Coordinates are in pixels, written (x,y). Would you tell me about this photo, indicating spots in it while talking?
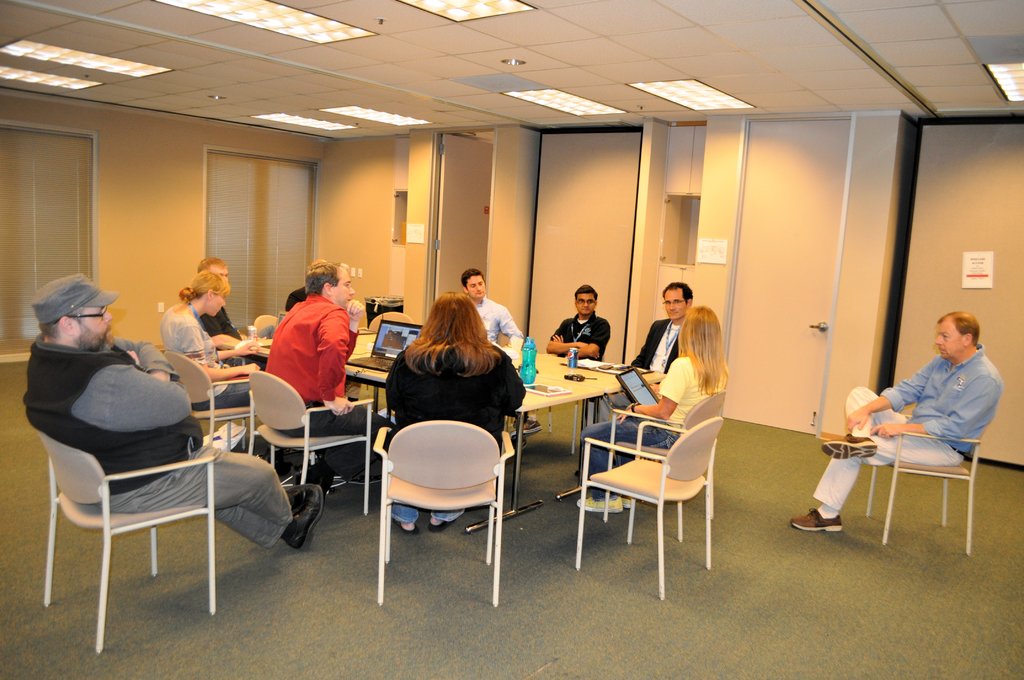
In this image I see group (458,325) who are sitting on the chair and there is a table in front and there are few things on it. In the background (149,241) I see the doors (439,255), wall (364,195) and lights (46,78) on the ceiling (45,38).
